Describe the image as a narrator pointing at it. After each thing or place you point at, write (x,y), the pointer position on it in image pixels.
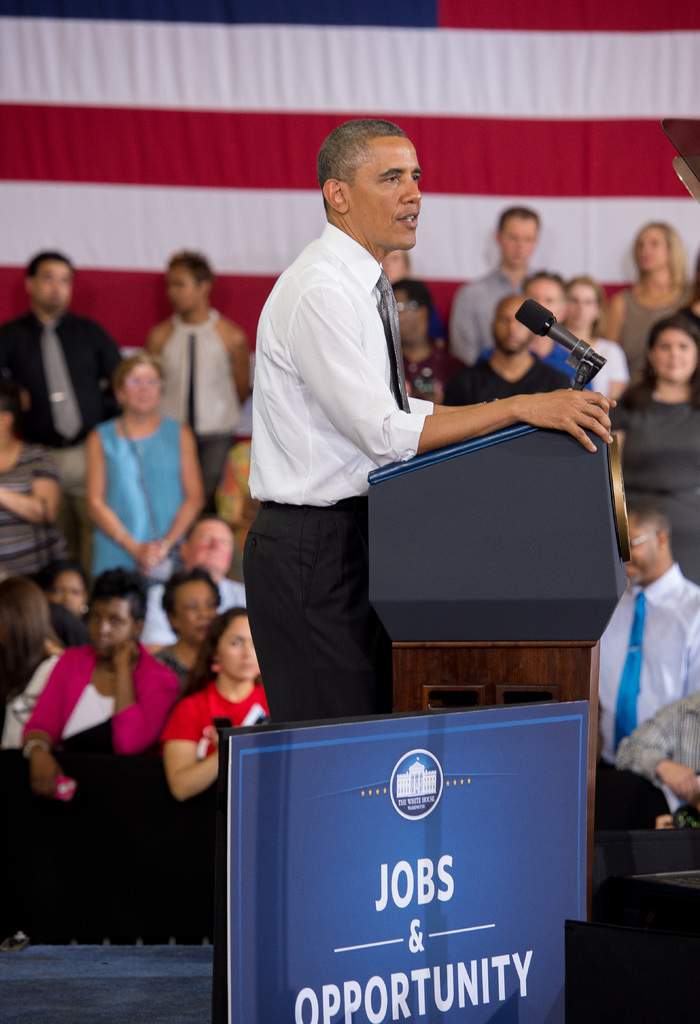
In this image we can see a person (301,378) wearing white color shirt (326,379), black color pant (347,558) standing behind the wooden podium (514,617) on which there is a microphone (576,382) and in the background of the image (516,240) there are some group of persons (179,726) standing and some are sitting and there is a flag (361,65).
